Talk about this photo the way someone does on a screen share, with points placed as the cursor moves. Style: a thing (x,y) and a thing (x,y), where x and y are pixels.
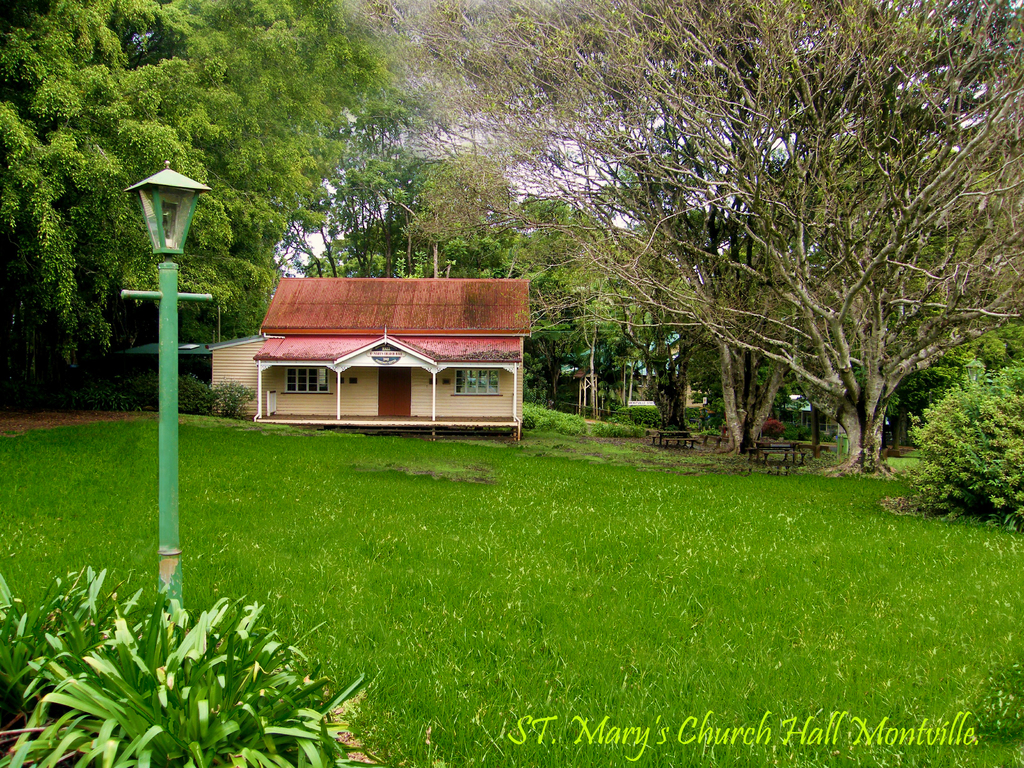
In this image we can see a few houses (446,414), there are some trees (695,361), plants (158,606), benches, grass (892,546), poles (169,514), windows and a light (194,207). In the background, we can see the sky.
